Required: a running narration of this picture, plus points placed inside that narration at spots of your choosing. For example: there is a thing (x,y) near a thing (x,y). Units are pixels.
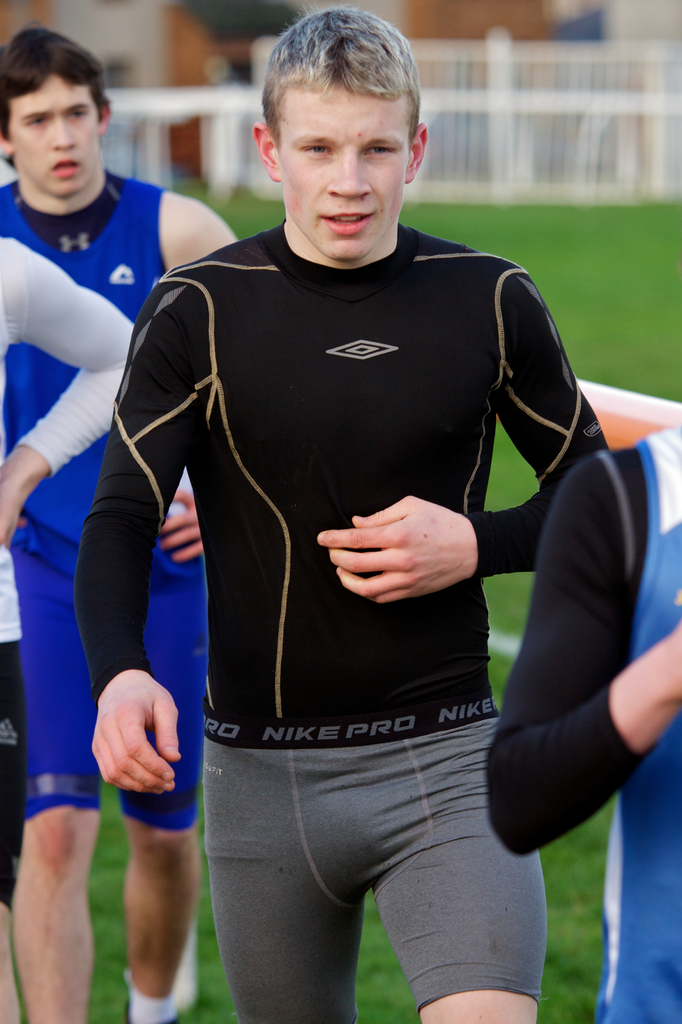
In this picture we can see there are four persons (162,716) on the grass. Behind the people (123,339), there is the fencing (646,119) and the blurred background (673,147).
